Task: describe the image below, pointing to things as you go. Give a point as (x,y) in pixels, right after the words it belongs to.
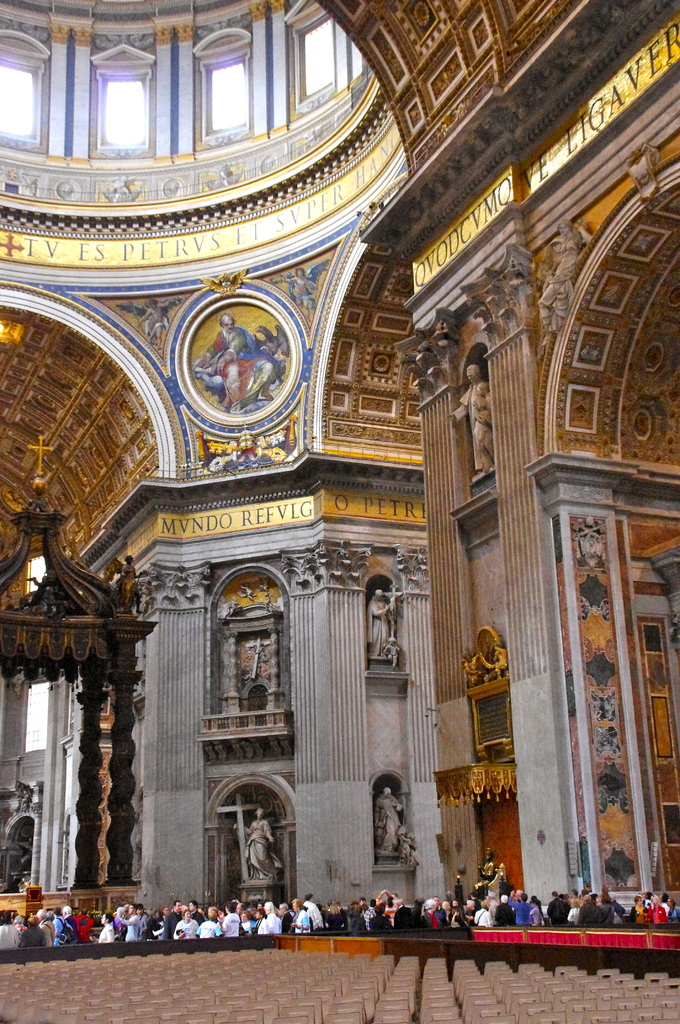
In this image I can see number of chairs (244,957), number of persons (354,914) and the interior of the building (379,434). I can see the ceiling (282,434) which is gold, yellow and white in color and few windows (14,80).
